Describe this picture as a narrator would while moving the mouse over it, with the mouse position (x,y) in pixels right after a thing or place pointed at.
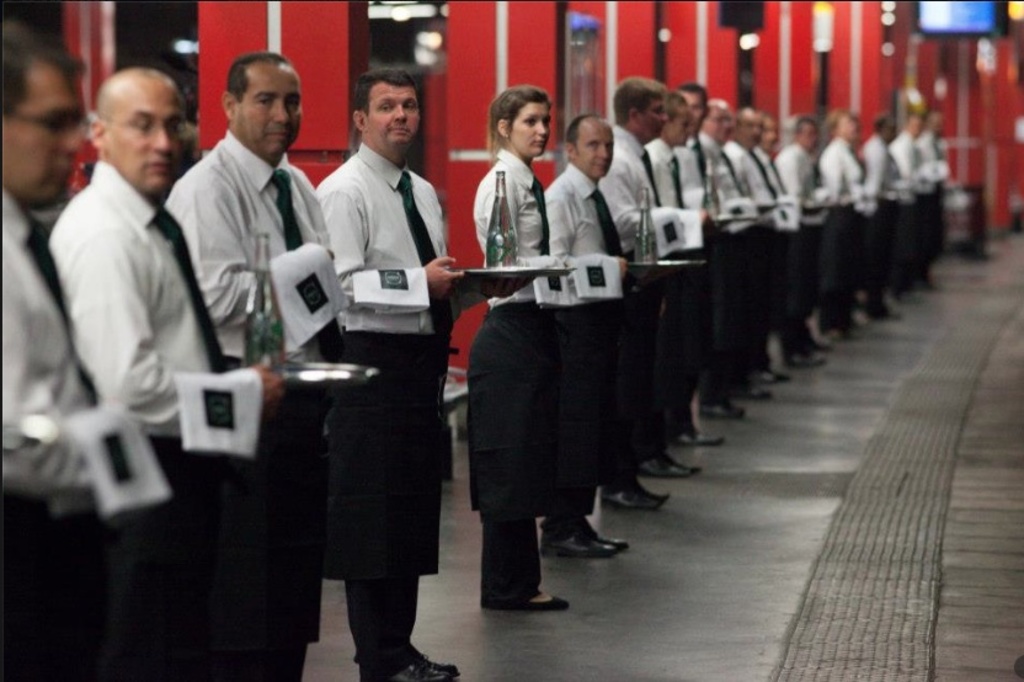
In this image we can see a group of people (547,203) standing and holding objects (275,267). Behind the persons (416,220) we can see few pillars (845,21). On the top right (927,21), we can see a screen (974,12).
